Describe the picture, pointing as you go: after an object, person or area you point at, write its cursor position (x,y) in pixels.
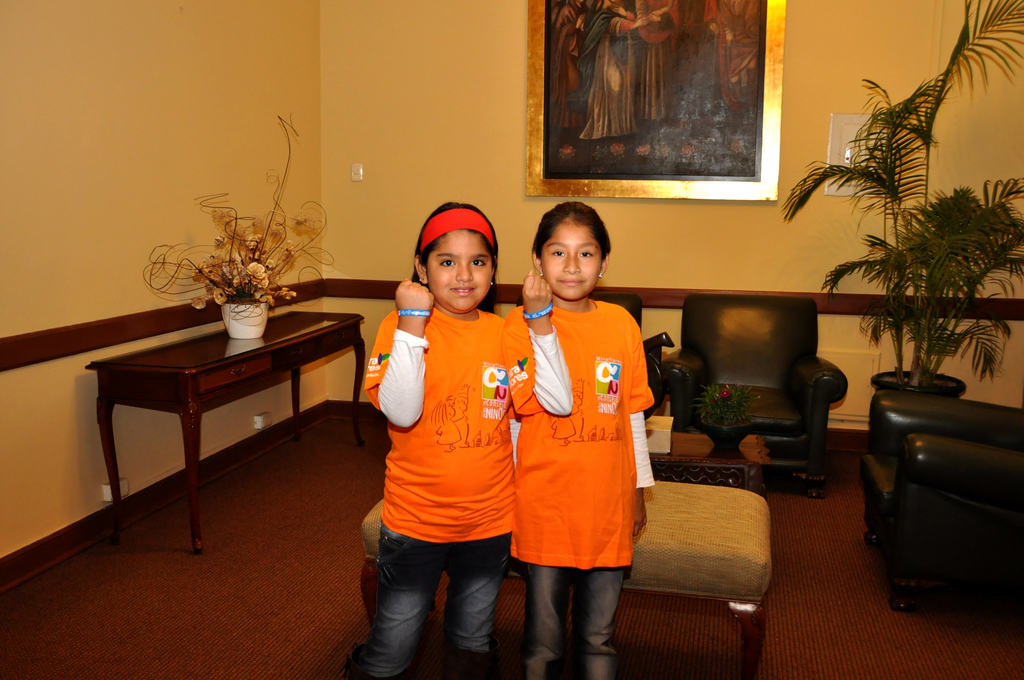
This is a picture in a room (879,118) where we have two little children (439,266) who are wearing same color shirts (475,452) and one girl (470,323) among them is having the red color hair band (446,229) and two are wearing blue bands (424,316) on their right hands (535,305). In the room (723,335) we have sofas (879,450), small plants (911,296) and a wall poster (728,73) and a table (667,472) between the wall (788,171) and the girls (446,517).
